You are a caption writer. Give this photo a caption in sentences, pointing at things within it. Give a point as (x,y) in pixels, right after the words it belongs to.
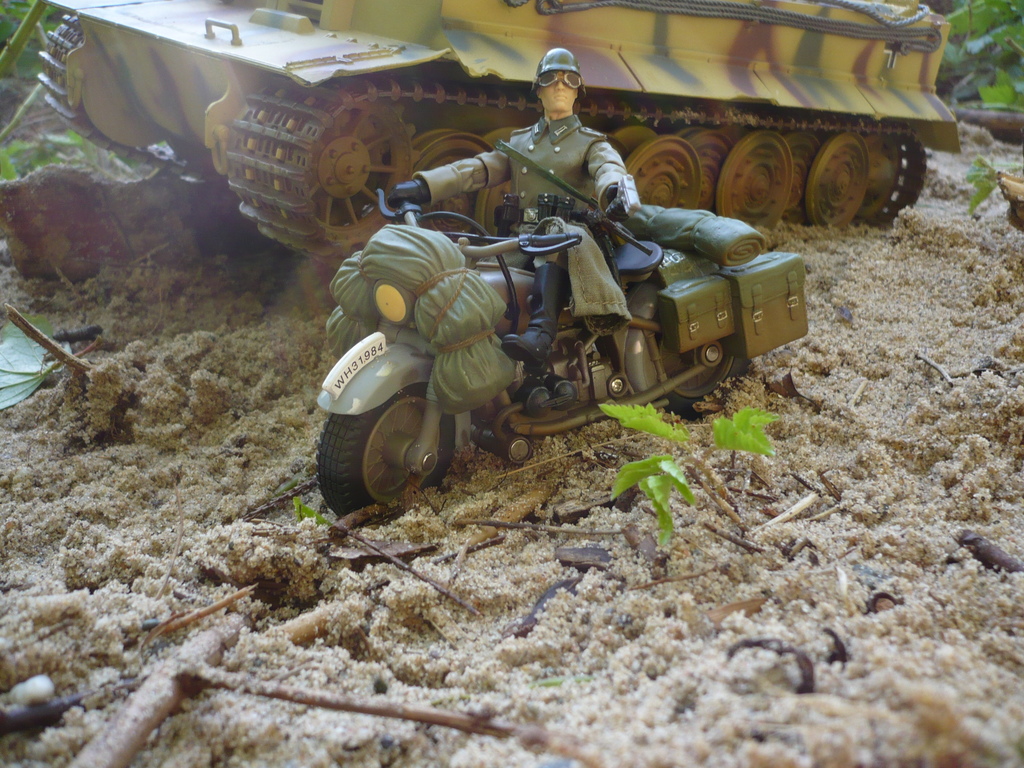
In this image there are toys (347,255) and small plants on the sand (492,557).
